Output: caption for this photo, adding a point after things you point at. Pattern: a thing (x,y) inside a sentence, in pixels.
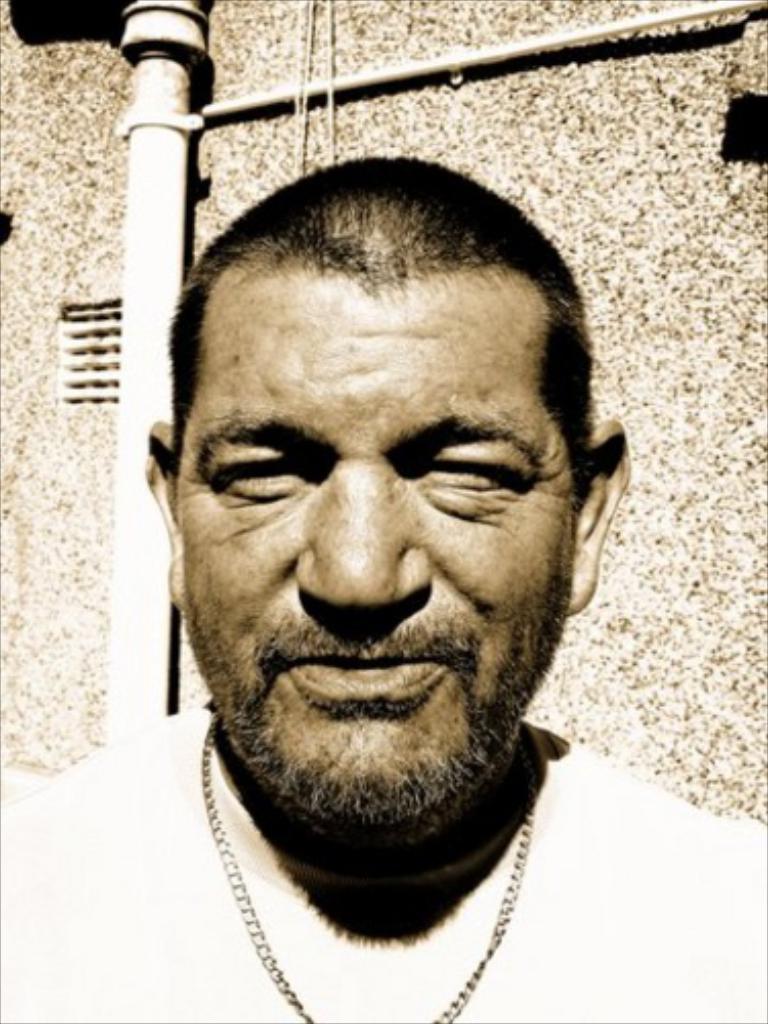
In this image, I can see the man (456,921) standing and smiling. In the background (138,614), that looks like a pipe (141,230), which is attached to the building wall (529,77).
